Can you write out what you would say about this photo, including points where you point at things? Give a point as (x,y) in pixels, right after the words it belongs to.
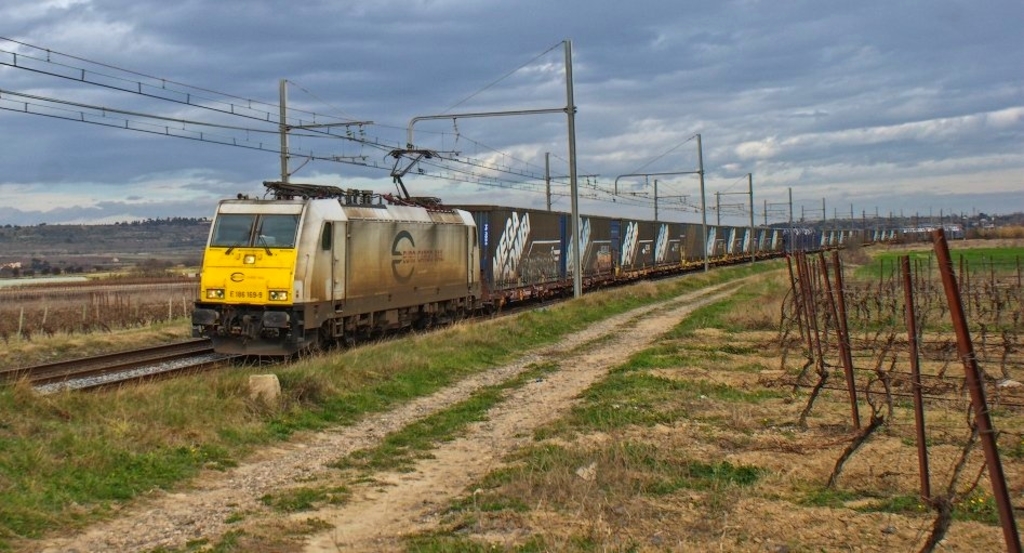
In this image can see a train (482,286) is moving on the railway track (127,380). Here we can see the grass (575,487), iron stand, poles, wires (441,156), hills (152,240) and the cloudy sky (766,111) in the background (474,164).
